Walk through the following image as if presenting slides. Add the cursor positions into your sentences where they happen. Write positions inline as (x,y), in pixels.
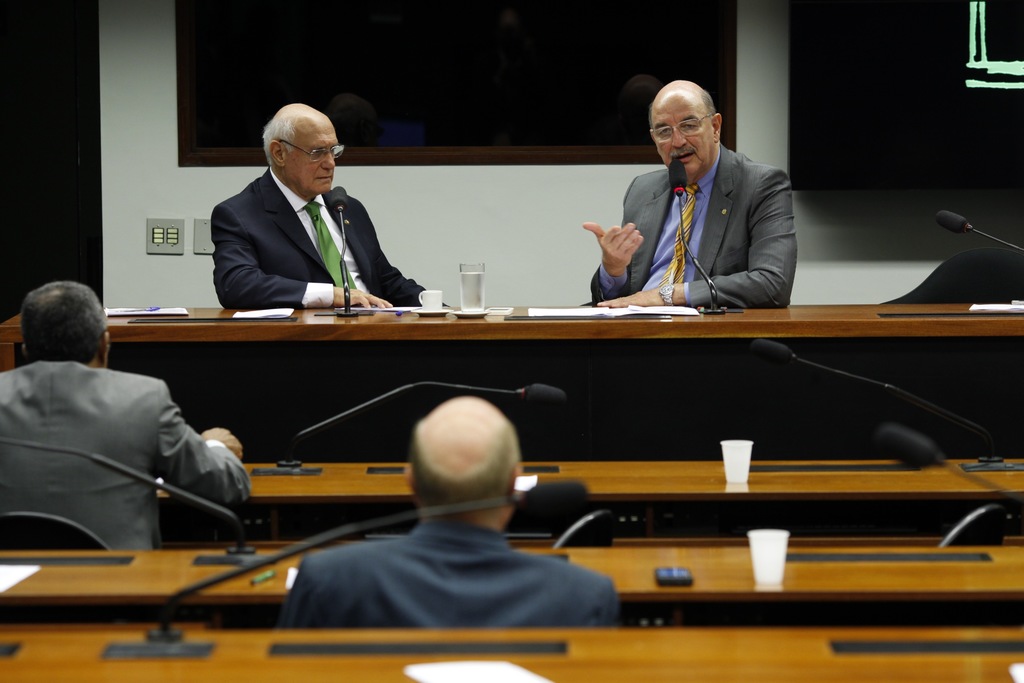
In this image we can see people (732,207) sitting and there are tables (501,636). There are glasses (757,560), mobile (687,583), mics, cup (437,307), saucer (416,313), papers (279,314) and a pen (159,309) placed on the tables (528,350). In the background (536,165) there is a wall (181,210).
